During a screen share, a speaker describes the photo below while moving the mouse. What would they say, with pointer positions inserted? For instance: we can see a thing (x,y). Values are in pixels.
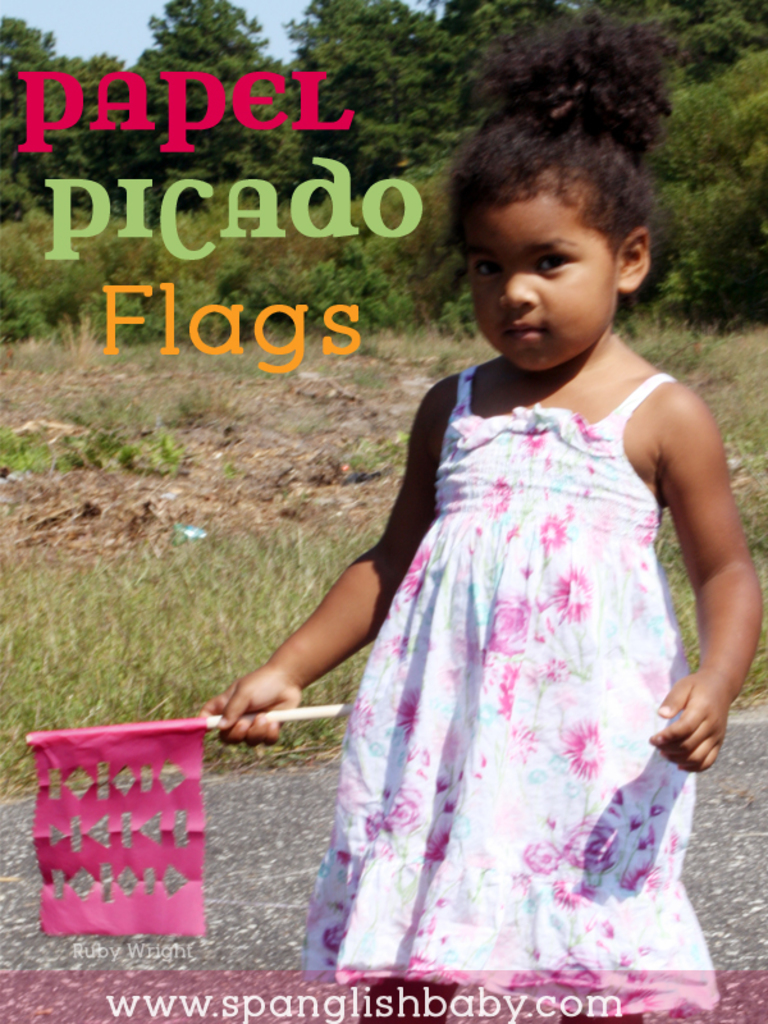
In the image we can see a girl (470,614) standing wearing clothes (509,687) and holding a flag (159,744) in hand (253,712). This is a watermark (377,1014), road (689,872), grass (193,604), trees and a pale blue sky (89,20). This is a text (177,88).
